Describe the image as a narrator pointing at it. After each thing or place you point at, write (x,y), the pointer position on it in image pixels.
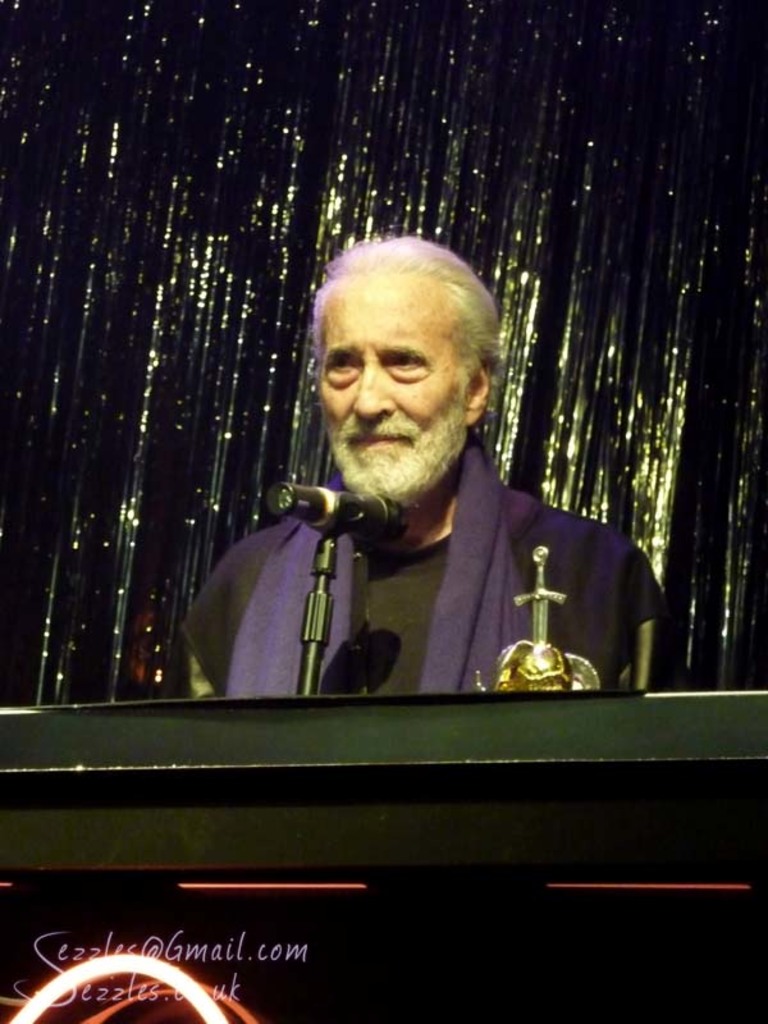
There is a person (395,351) wearing a violet shawl (457,565). In front of him there is a mic (378,523) and mic stand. Also there is some other thing (557,670) on the table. There is water mark (204,947) on the left corner (113,936). In the background (140,405) it is dark and there are some lights (539,235).
